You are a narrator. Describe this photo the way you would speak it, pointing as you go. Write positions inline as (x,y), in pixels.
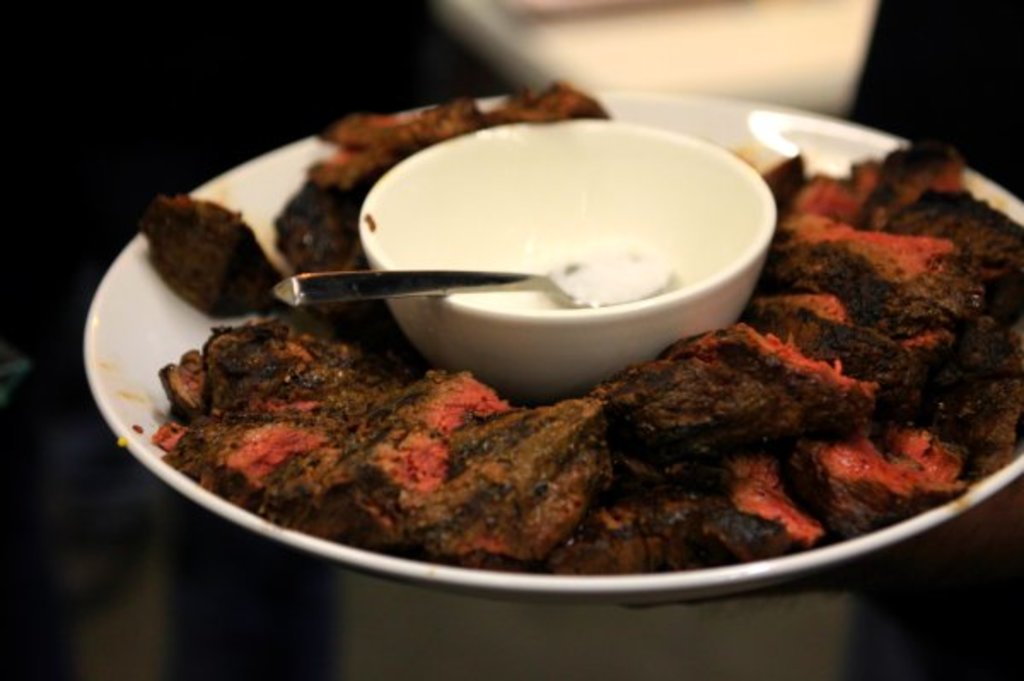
In the image there is a plate (883,143) with food items (775,552) in it. And also there is a bowl (411,242) with a spoon (541,287) in it.
